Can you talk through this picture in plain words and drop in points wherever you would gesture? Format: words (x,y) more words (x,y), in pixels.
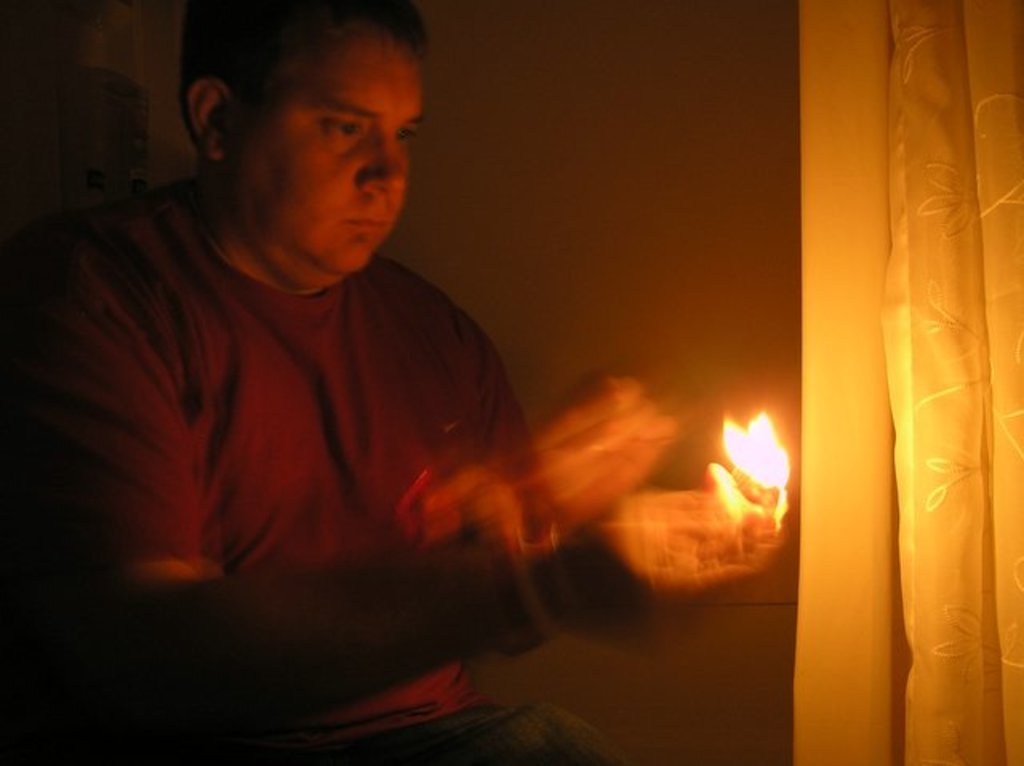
In this image there is a person (407,475) holding a light (775,504). Right side (999,354) there is a curtain (966,256). Background (499,246) there is a wall (557,217).
